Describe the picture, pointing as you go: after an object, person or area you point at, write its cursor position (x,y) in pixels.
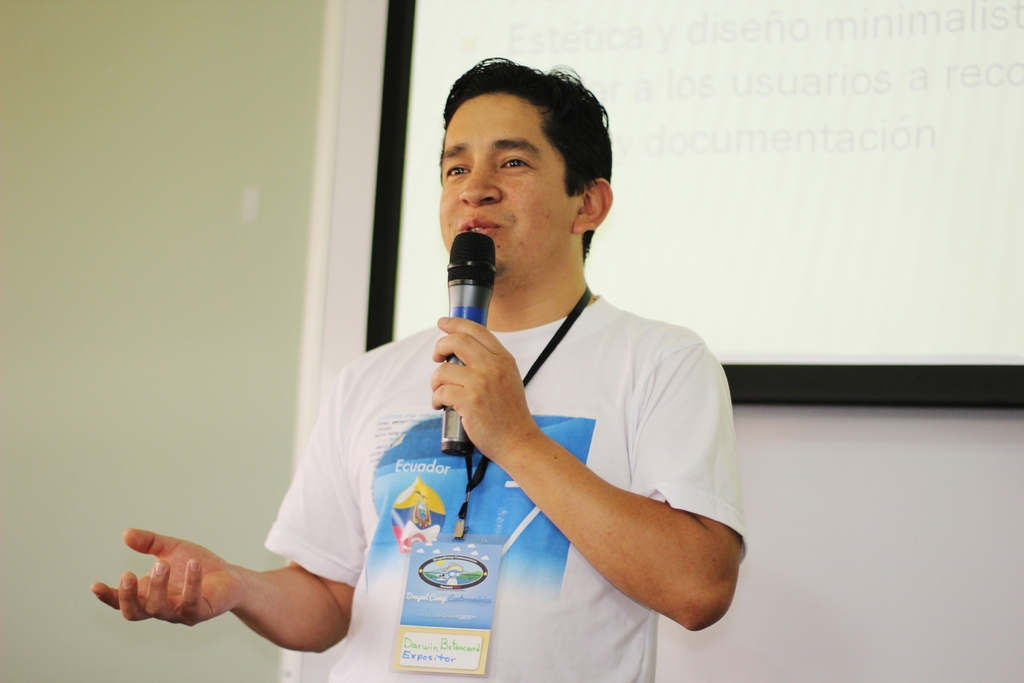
This picture is clicked inside. In the center (555,255) there is a person (618,366) wearing a white color t-shirt (589,361), holding a microphone (461,275), standing on the ground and seems to be talking. In the background (194,105) there is a wall (193,301) and a projector screen (975,321) and we can see the text (530,53) on the projector screen (655,105).
